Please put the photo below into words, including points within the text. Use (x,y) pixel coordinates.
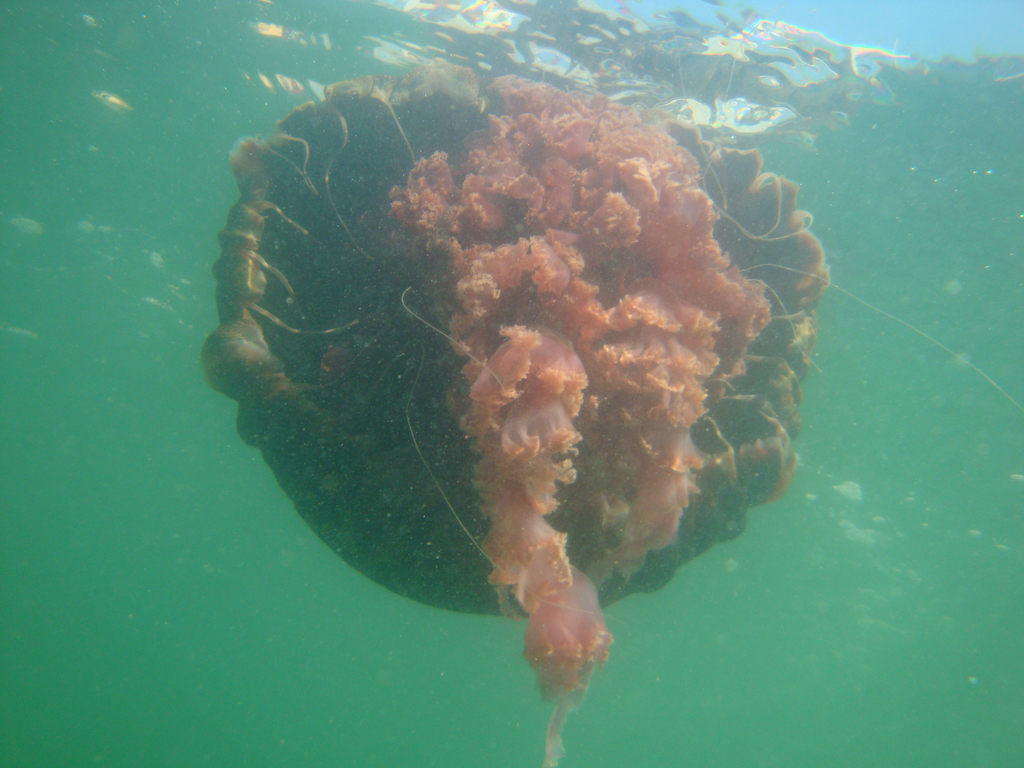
In this image we can see jellyfish (497,252) in the water (761,624).
